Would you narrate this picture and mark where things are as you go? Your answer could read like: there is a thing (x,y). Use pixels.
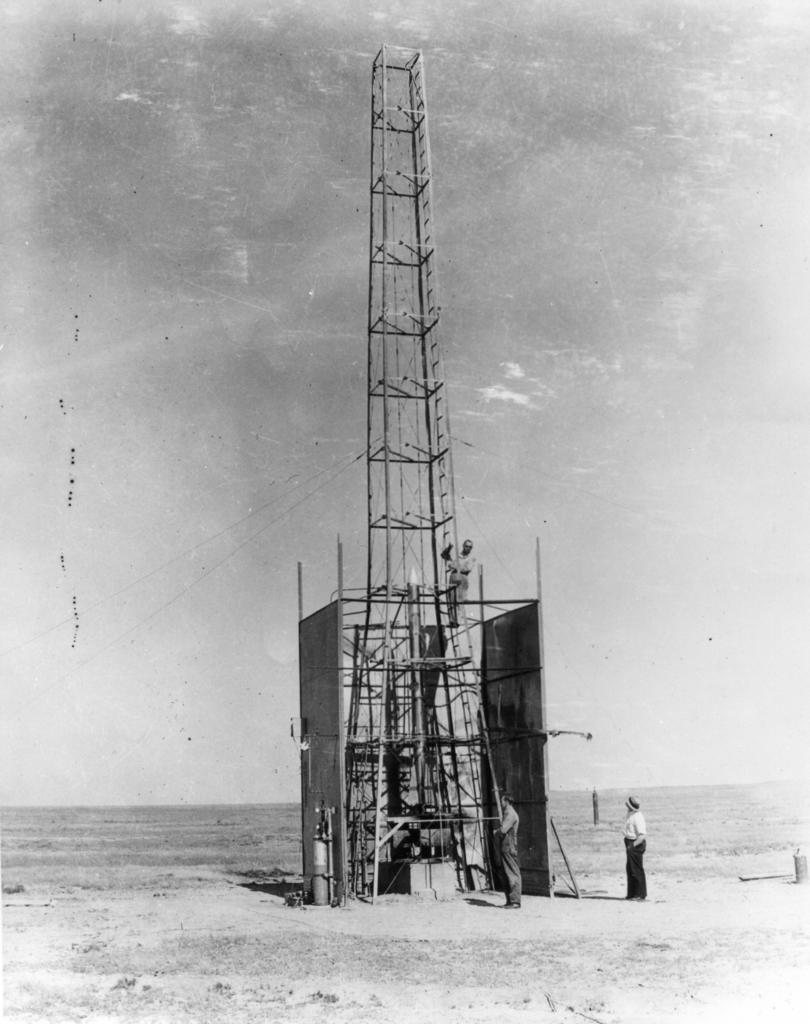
In this picture we can see a tower (411,468) in the middle (399,351), there are two persons (518,867) standing on the ground (584,876), there is the sky (520,242) at the top of the picture (540,139), it is a black and white image.
